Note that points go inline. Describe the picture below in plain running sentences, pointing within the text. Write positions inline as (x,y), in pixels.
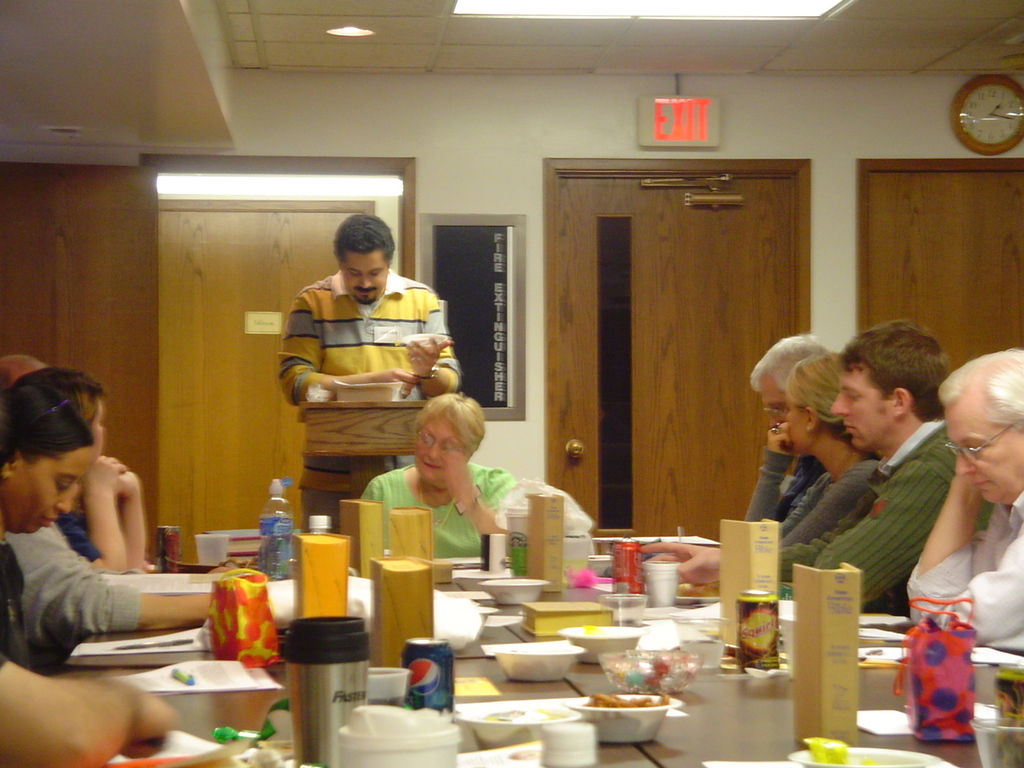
As we can see in the image there is a wall (967,150), doors (571,334), clock (979,114), light (754,1), few people (325,343) here and there and a table (562,690). On table (596,751) there is a tin (434,660), bowl (642,711), plates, bottles (313,531), papers (160,677), pens (181,643) and boxes (826,627).
